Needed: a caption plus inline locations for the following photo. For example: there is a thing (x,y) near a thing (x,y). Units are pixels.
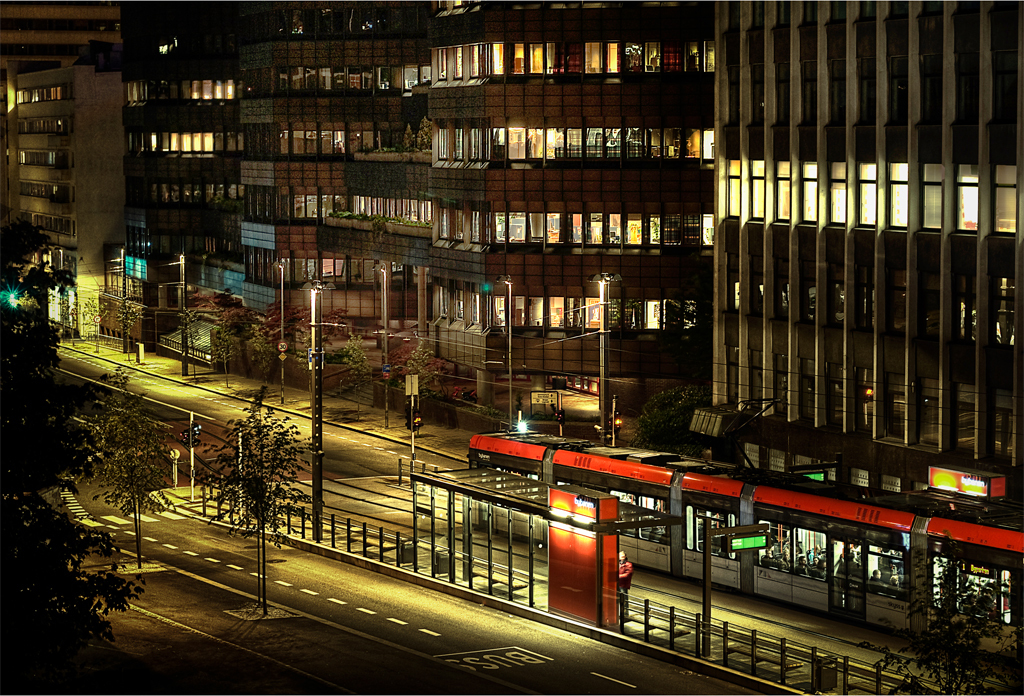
This image consists of many buildings (672,260) along with the windows (734,174). At the bottom (309,466), there is a road (99,498). On the left (31,422), there are trees (288,473). On the right (818,515), we can see a train (825,514).
